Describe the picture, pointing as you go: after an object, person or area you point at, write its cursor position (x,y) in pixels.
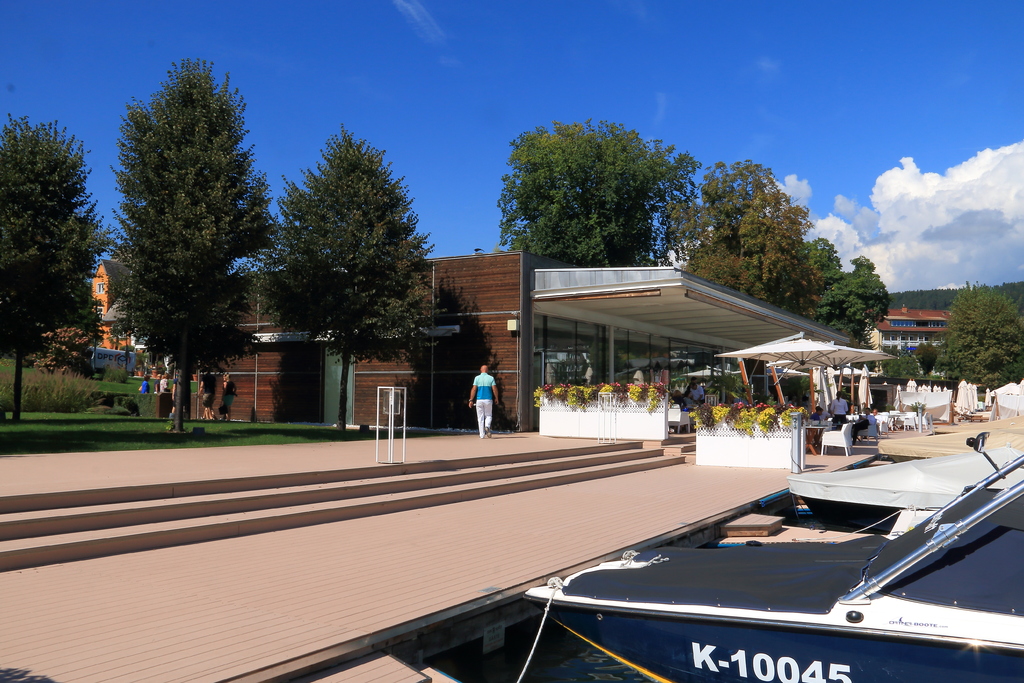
This is the picture of a place where we have a house (594,353) and around there are some trees (971,294), plants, chairs (838,452), table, people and some other things (194,538) around.
